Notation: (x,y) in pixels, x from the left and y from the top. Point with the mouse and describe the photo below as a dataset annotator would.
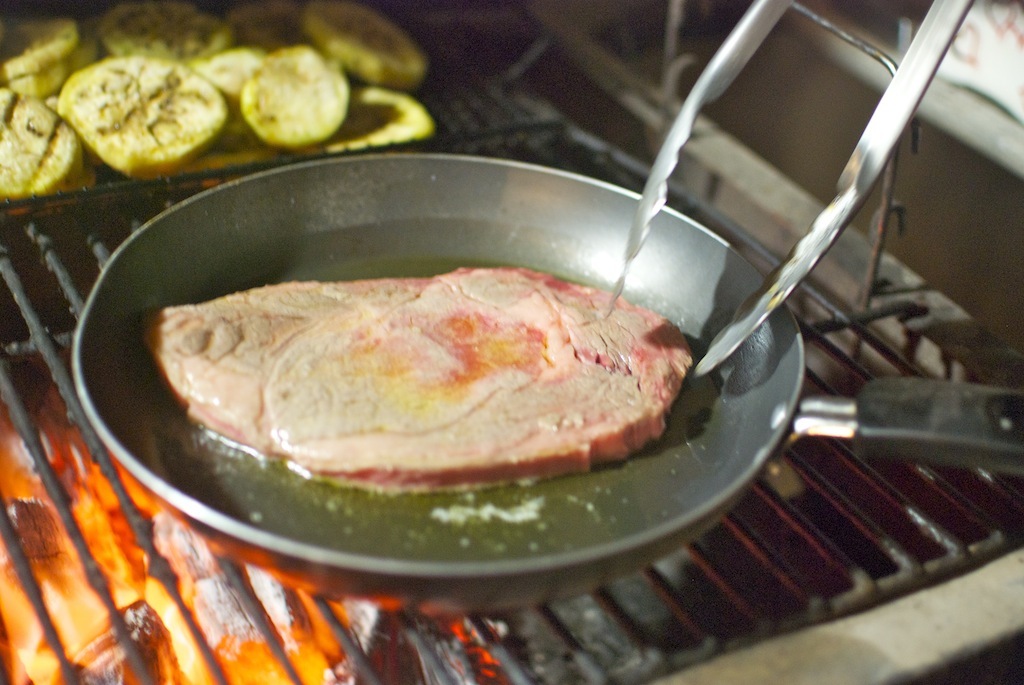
In this image we can see a pan (134,369), here is the meat (530,367) on it, here is the fire (88,520), here is the tongs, beside here is the food item (205,92).
